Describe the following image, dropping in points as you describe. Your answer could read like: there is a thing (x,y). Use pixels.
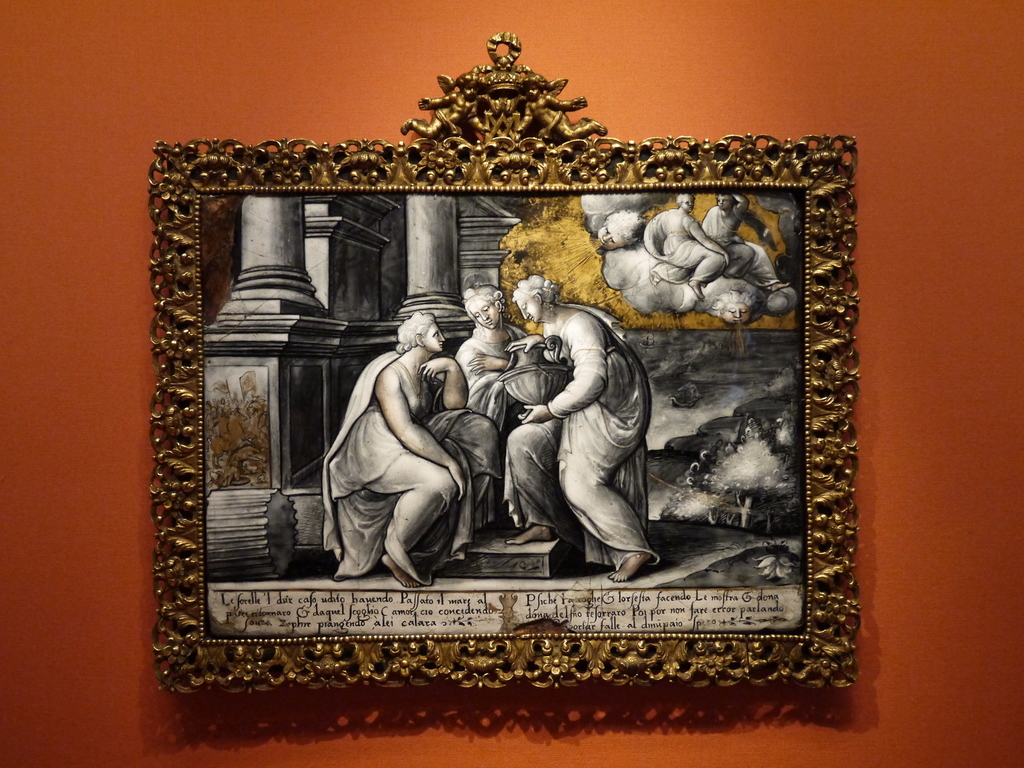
In the center of the image (398,502) we can see a frame (627,333) attached to the plain orange color wall (925,552) and on the frame (464,375) we can see some persons (713,245). We can also see the text (527,608) at the bottom of the frame (617,605).
